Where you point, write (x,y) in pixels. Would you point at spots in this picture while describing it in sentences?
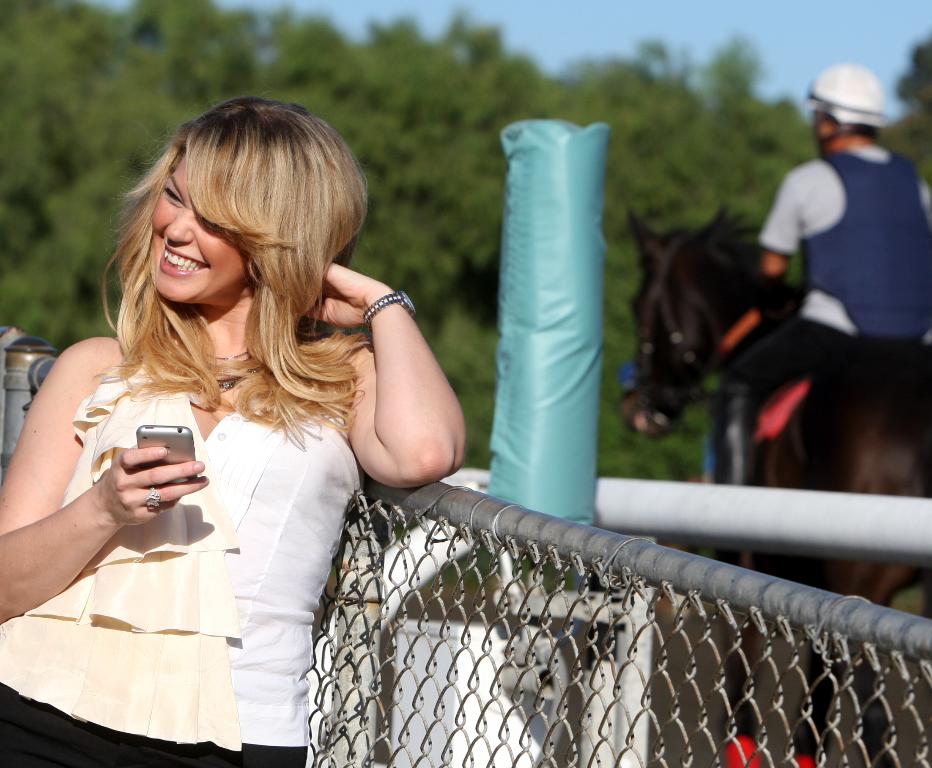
In this picture we can see a lady (277,544) wearing white top (171,517) and holding a phone (165,462) in her right hand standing near the grill (418,552) and behind her there are some trees (648,156) and a man (778,201) on the horse (704,245).
